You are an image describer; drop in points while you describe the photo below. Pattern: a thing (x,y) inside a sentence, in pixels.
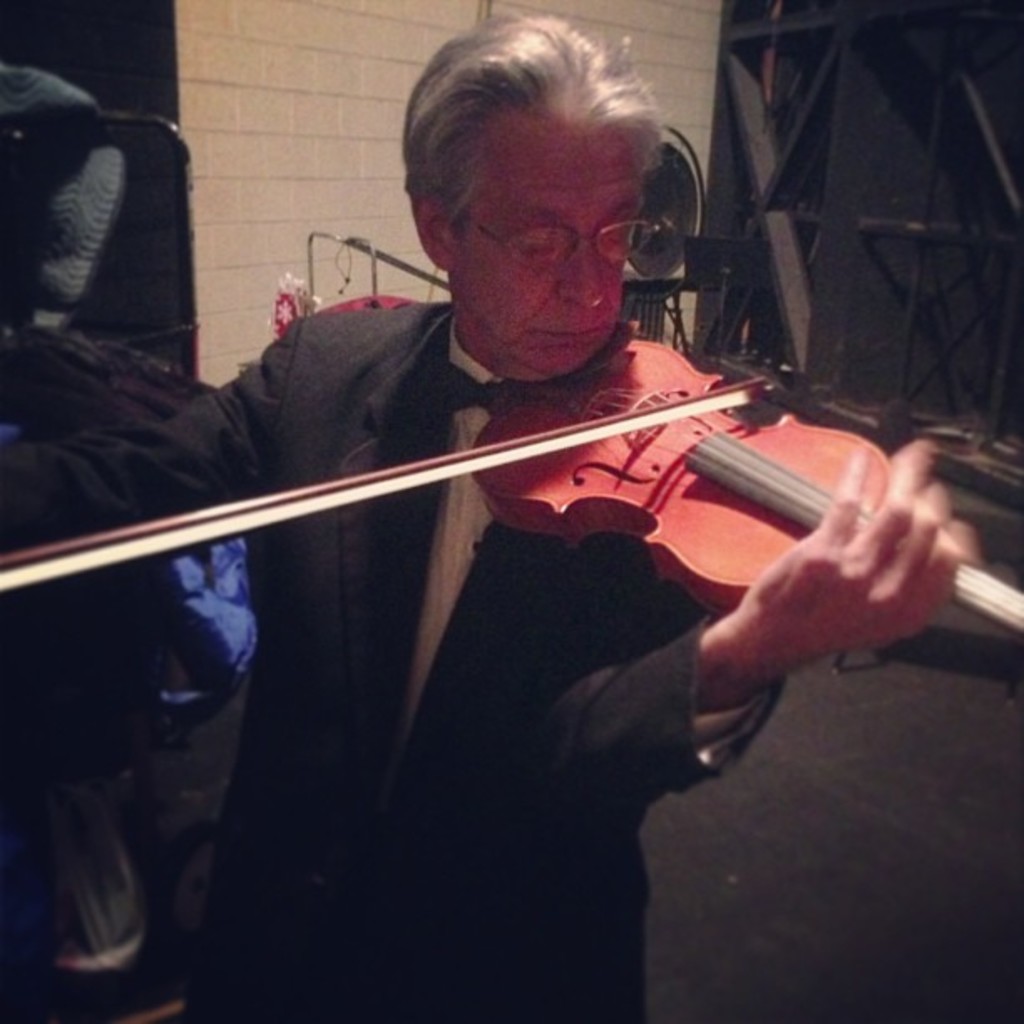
This old person (378,650) wore suit (503,568) and playing violin (679,424), which is in red color.
